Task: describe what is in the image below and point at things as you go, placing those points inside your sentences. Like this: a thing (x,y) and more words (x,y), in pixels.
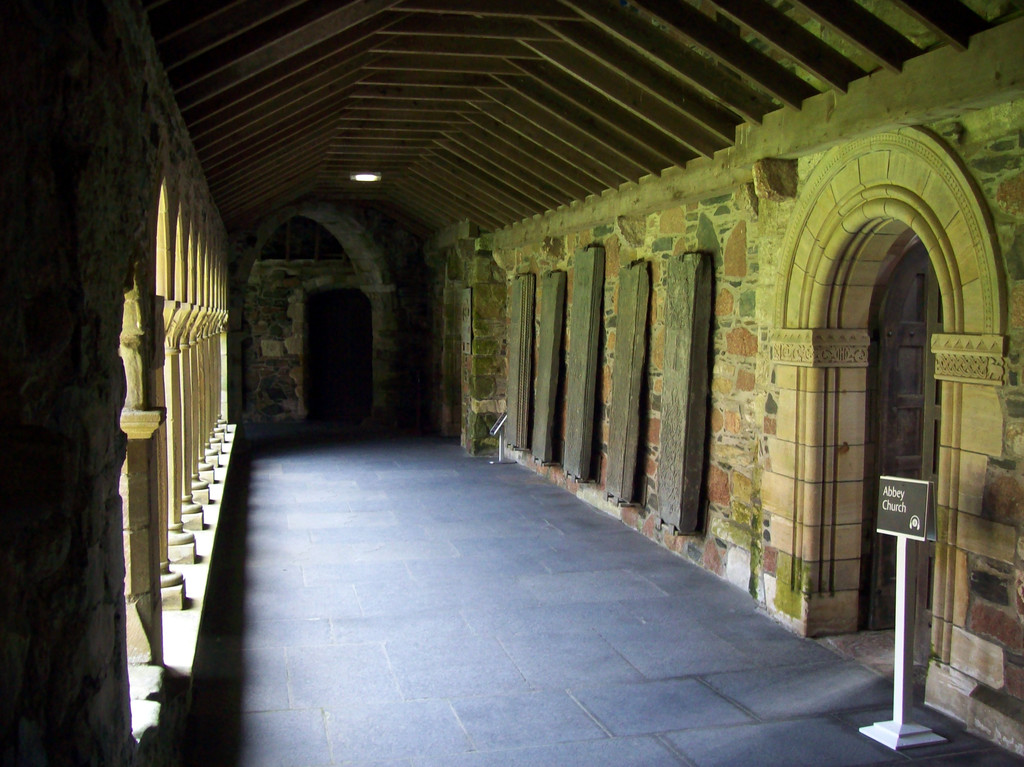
This image consists of a corridor (738,421). To the left (147,434), there are pillars (133,447). At the top (410,165), there is a roof (383,159) along with the light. At the bottom (532,660), there is a floor (730,631). On the right (891,599), we can see a board (906,582) and a door (899,466).
